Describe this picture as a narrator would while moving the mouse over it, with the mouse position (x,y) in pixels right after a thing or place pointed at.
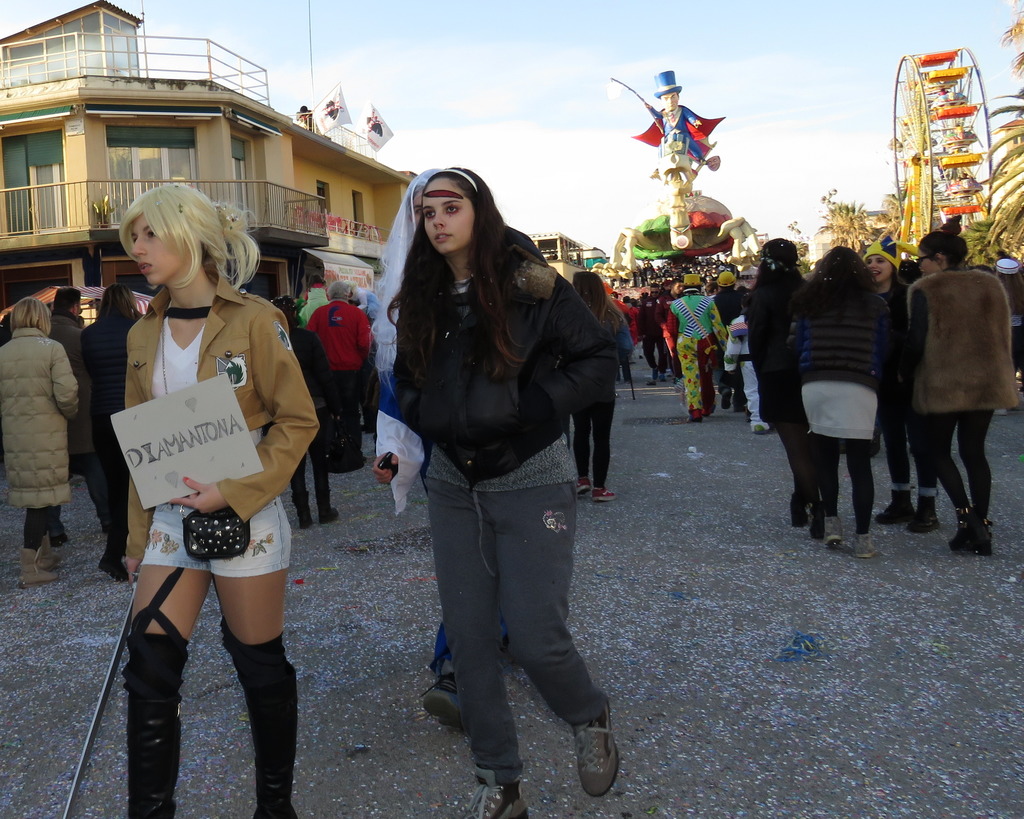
In this picture I can see group of people (0,345) standing, there is a Ferris wheel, there are buildings (16,155), there is a mascot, there are flags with the poles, there are trees (976,244), and in the background (589,72) there is the sky (444,67).
